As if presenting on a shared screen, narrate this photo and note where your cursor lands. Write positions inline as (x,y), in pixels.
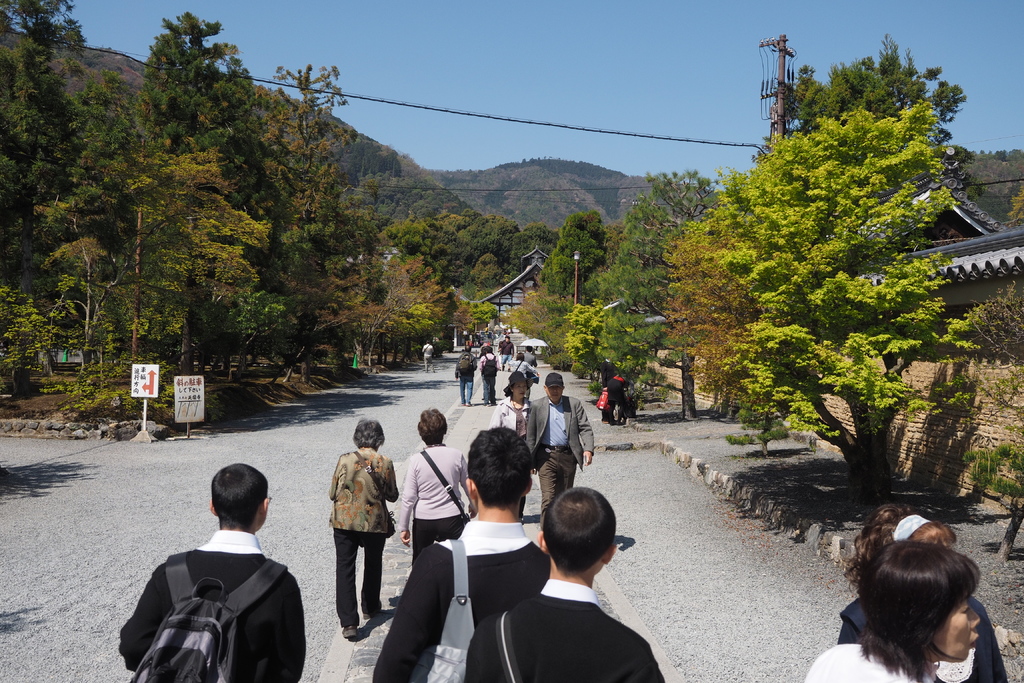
In the image there are many people (449,541) walking on the road (363,620) with bags (456,539) and there are trees (730,301) on either side of it, in the background (484,214) there are hills (525,213) covered with trees (499,204) and above its sky (637,56).
